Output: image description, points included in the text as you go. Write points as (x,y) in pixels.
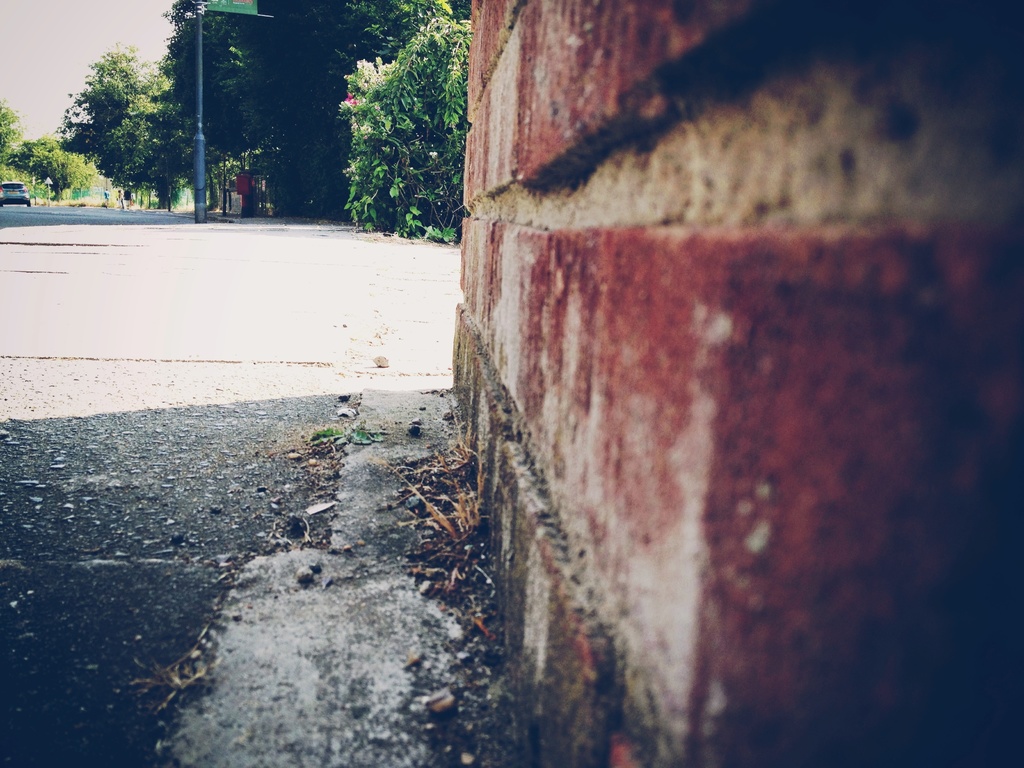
In this image there is a building (514,266) beside the road (41,266), in front of that there is a car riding on the road (170,262), also there are so many trees (206,46) beside the road (109,527).
